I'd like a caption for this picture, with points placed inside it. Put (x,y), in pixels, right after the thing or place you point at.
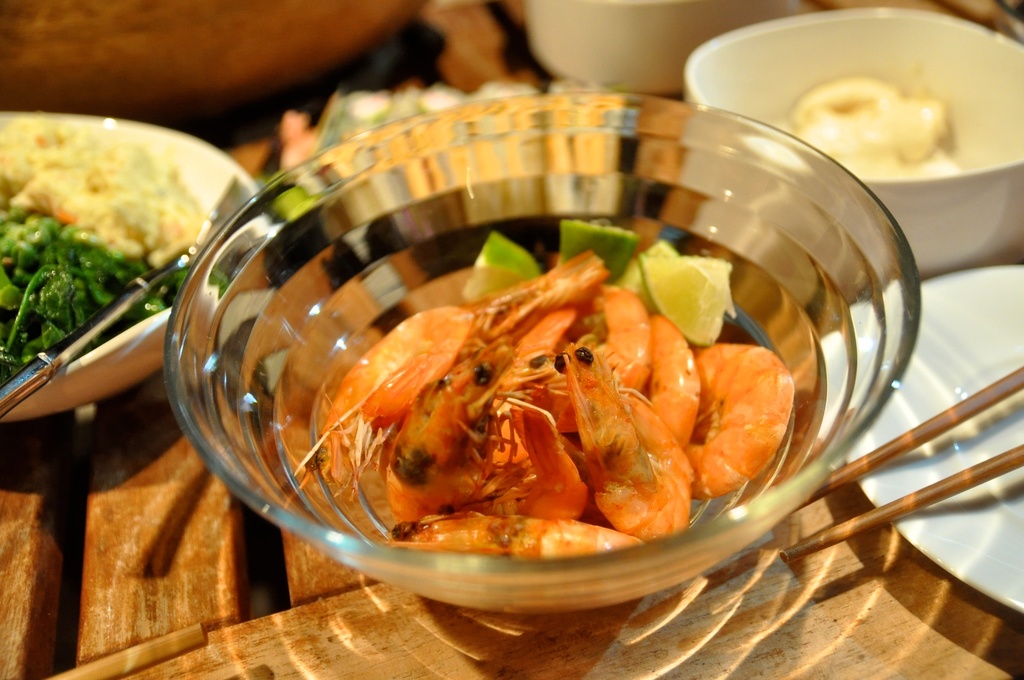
In this image we can see a group of bowls (343,346) containing food (511,385) in them and spoons (155,267). To the right side of the image (955,418) we can see chopsticks (921,502).
